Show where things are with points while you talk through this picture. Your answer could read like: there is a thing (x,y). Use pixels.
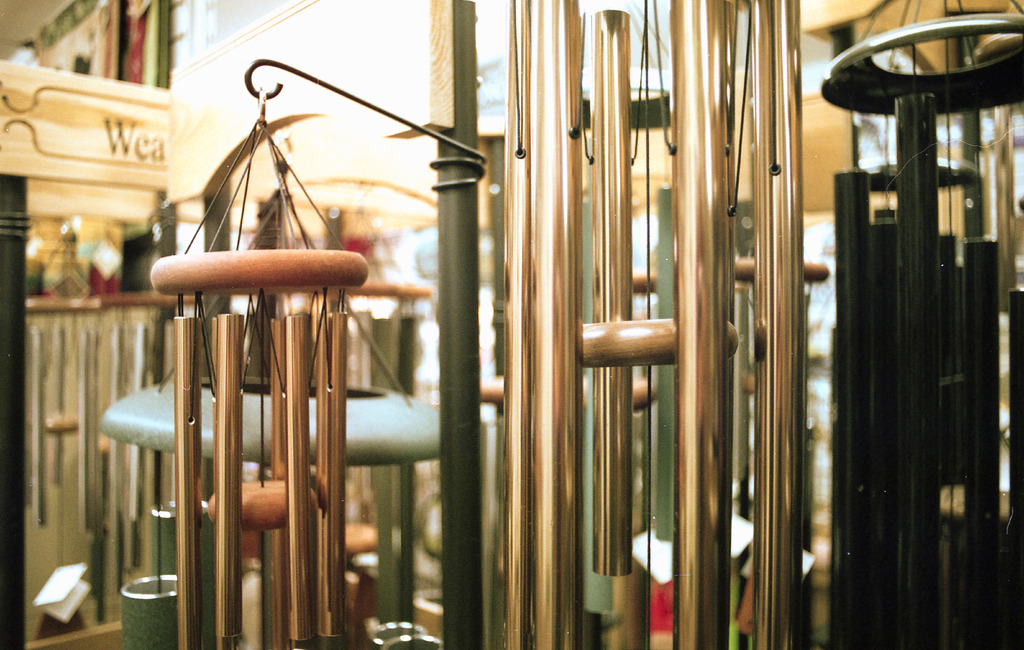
In this picture, we see the wall hangings (221,438), poles (518,225) and iron rods (724,421). On the right side (874,234), we see the poles (917,309) in black color. On the left side (104,258), we see a table (72,298) on which some objects (106,247) are placed. In the background (215,25), we see the white wall (194,35). This picture is blurred in the background (496,217).
